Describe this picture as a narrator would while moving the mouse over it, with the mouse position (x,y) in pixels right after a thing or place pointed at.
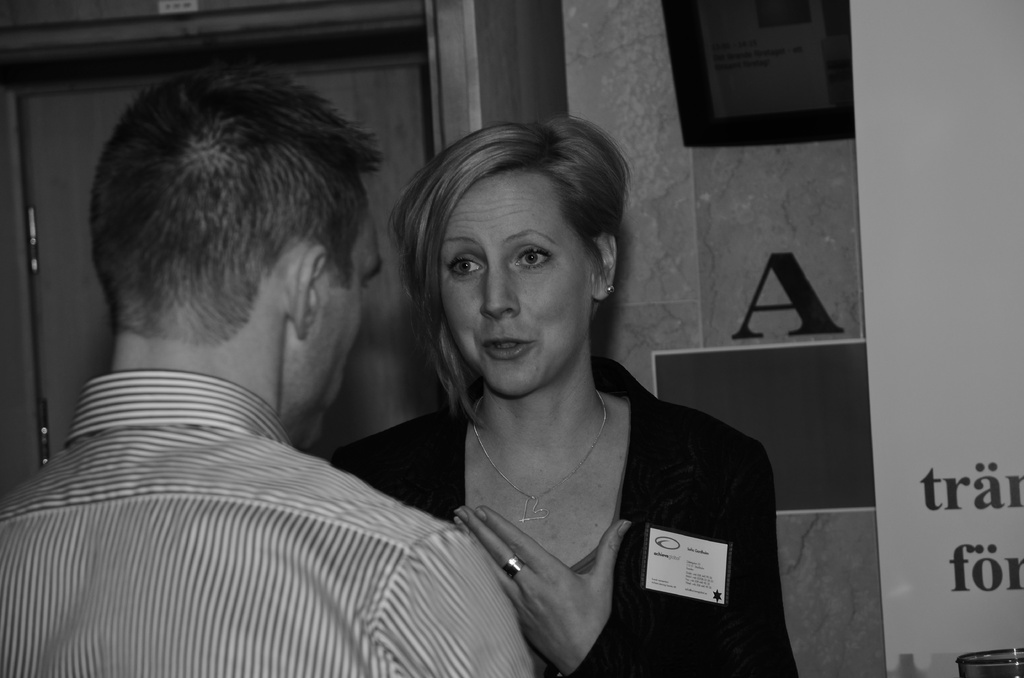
This is a black and white image. In the center of the image (590,332) we can see a lady (591,391) is standing and talking and wearing coat (688,482), card (662,567). In-front of her we can see a man (267,522) is standing. In the background of the image (983,242) we can see the wall (744,200), name board (831,318), board (881,332), screen (706,145), door (85,160).
